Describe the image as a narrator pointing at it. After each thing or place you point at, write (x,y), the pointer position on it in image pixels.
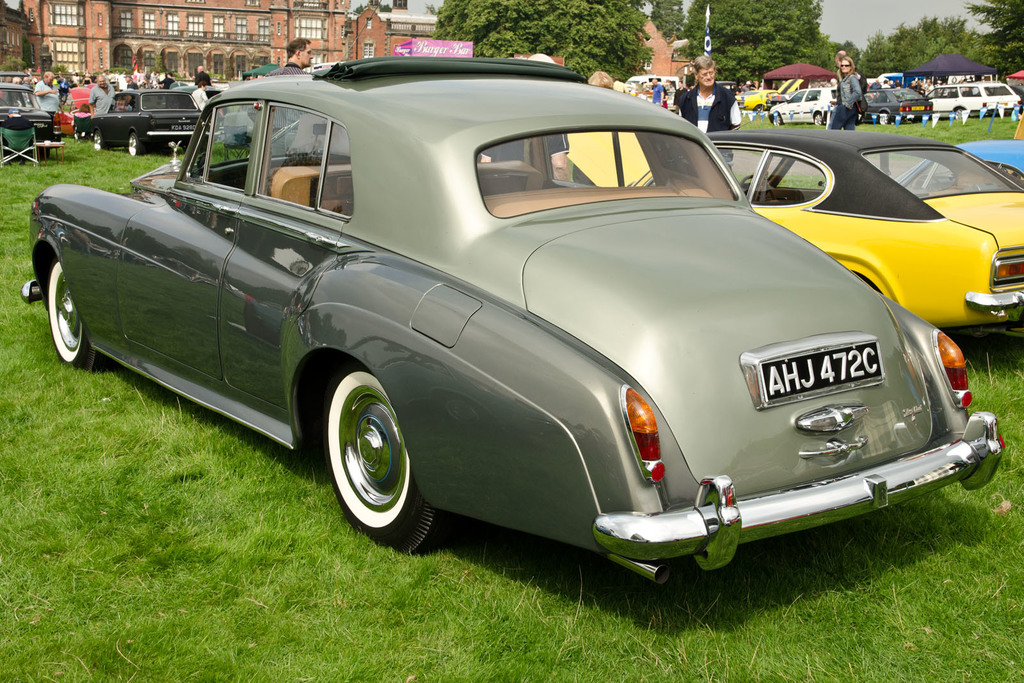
In the image there are many cars (230,242) on the grassland (34,622) and in the back (846,108) there are many people (104,94) standing all over the place and behind there is a building (206,27) with trees (785,32) beside it.
